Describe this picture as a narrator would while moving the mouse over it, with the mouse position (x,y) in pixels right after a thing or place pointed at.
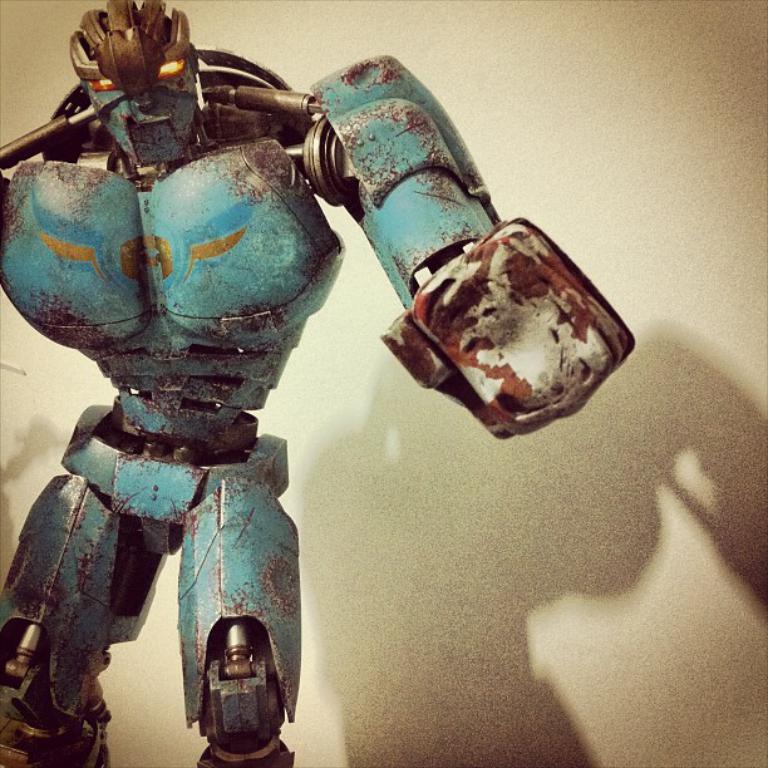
In this image I can see there is an iron toy (479,333) is in the shape of a human, on the right side (669,250) it looks a wall (677,328).
